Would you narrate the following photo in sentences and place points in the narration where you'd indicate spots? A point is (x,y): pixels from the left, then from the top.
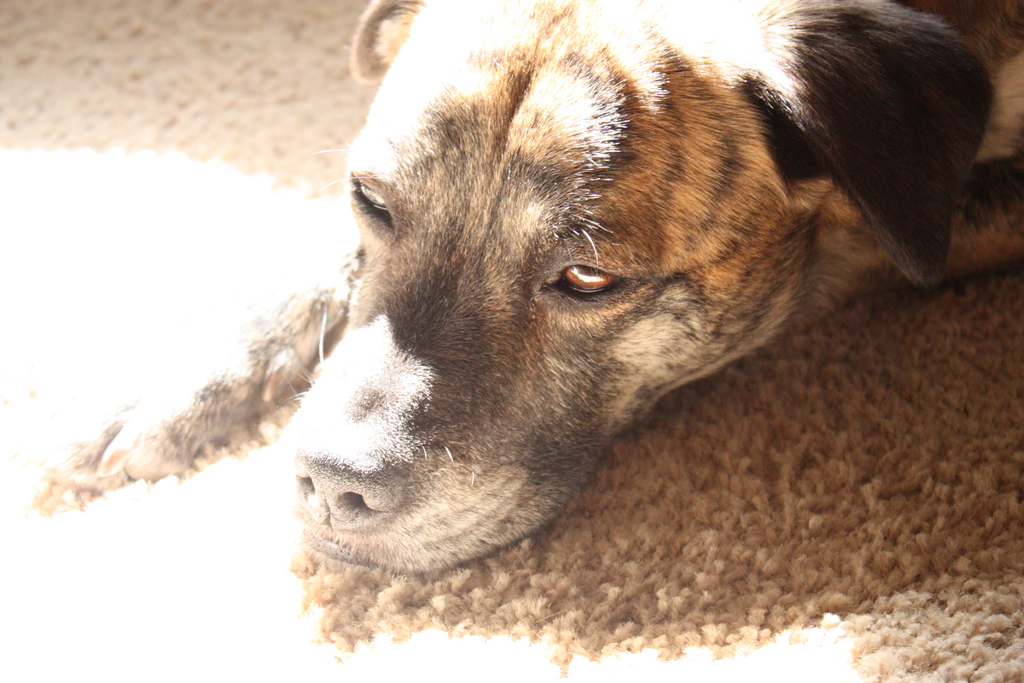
In the picture there is a head portion (735,118) of a dog (683,177) it is laying on the ground (888,303) and a huge bright sunlight (229,294) is falling on the surface (343,296) of the dog (356,319).
